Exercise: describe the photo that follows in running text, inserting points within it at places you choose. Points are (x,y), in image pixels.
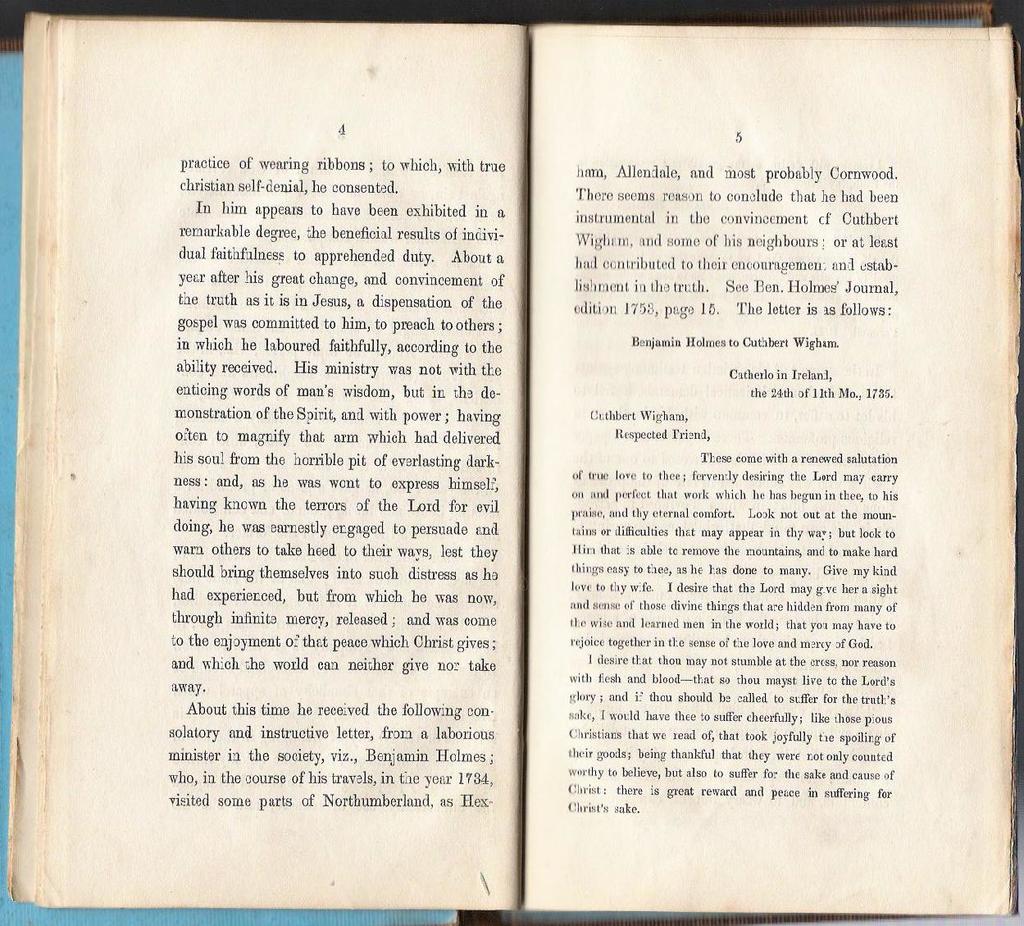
In this picture we can see a book (241,396). On the papers (339,565), it is written something. Behind the book (232,250), there is an object (452,921).
